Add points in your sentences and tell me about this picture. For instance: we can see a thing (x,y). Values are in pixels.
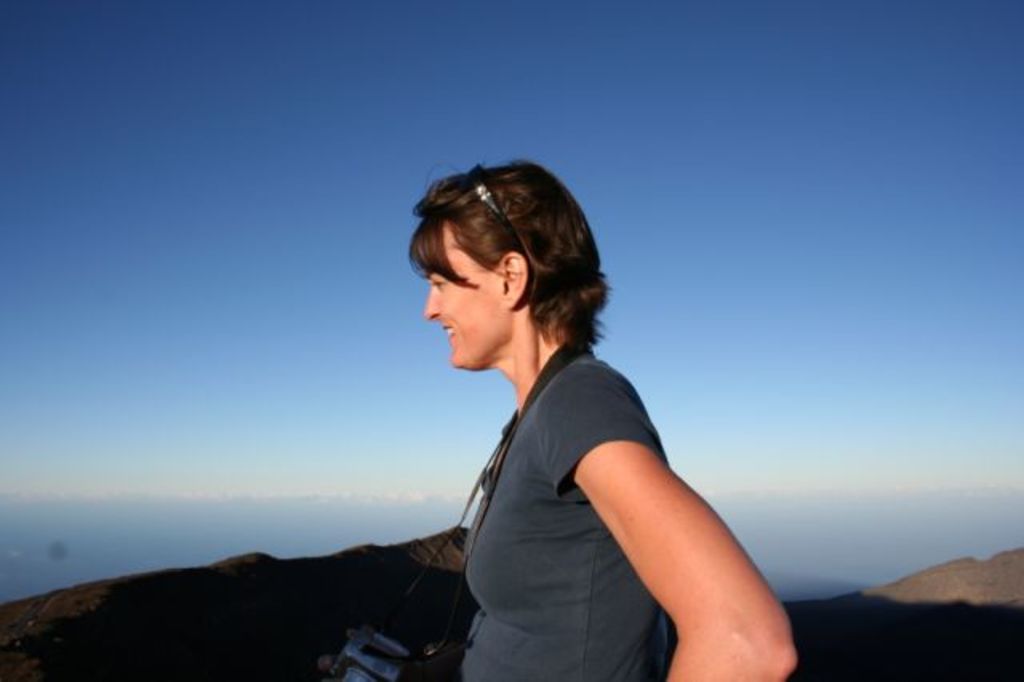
In this image there is a person (516,379) standing and holding a camera (390,646), there are hills (938,585), and in the background (762,403) there is sky (675,226).
